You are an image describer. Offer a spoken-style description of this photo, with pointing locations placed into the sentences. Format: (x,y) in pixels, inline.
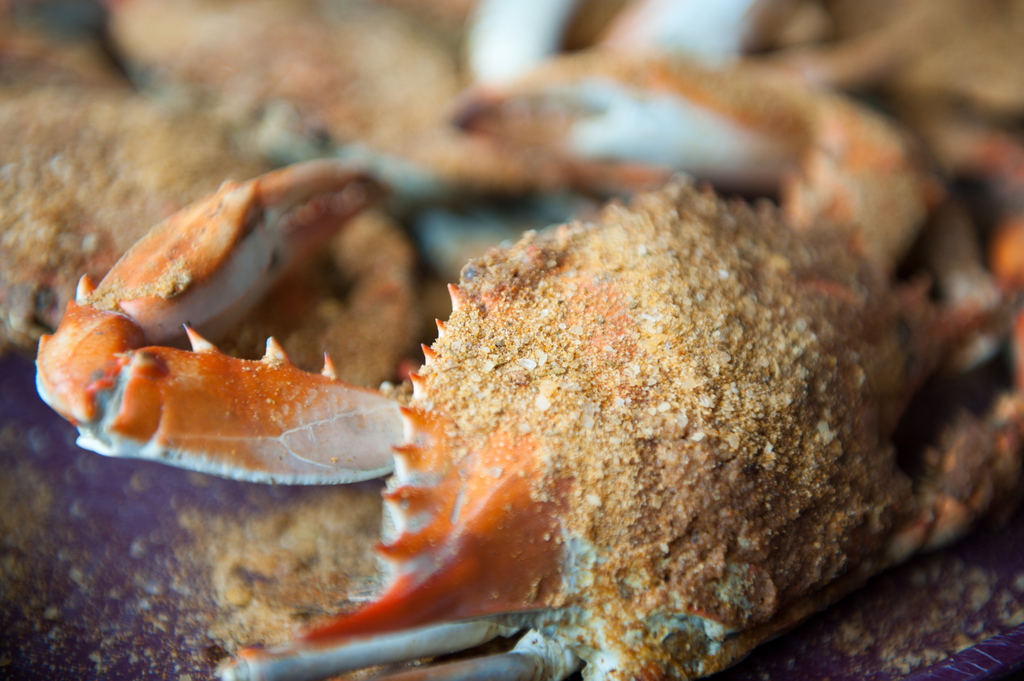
In this image we can see a crab (598,420) placed on the surface (354,513).
